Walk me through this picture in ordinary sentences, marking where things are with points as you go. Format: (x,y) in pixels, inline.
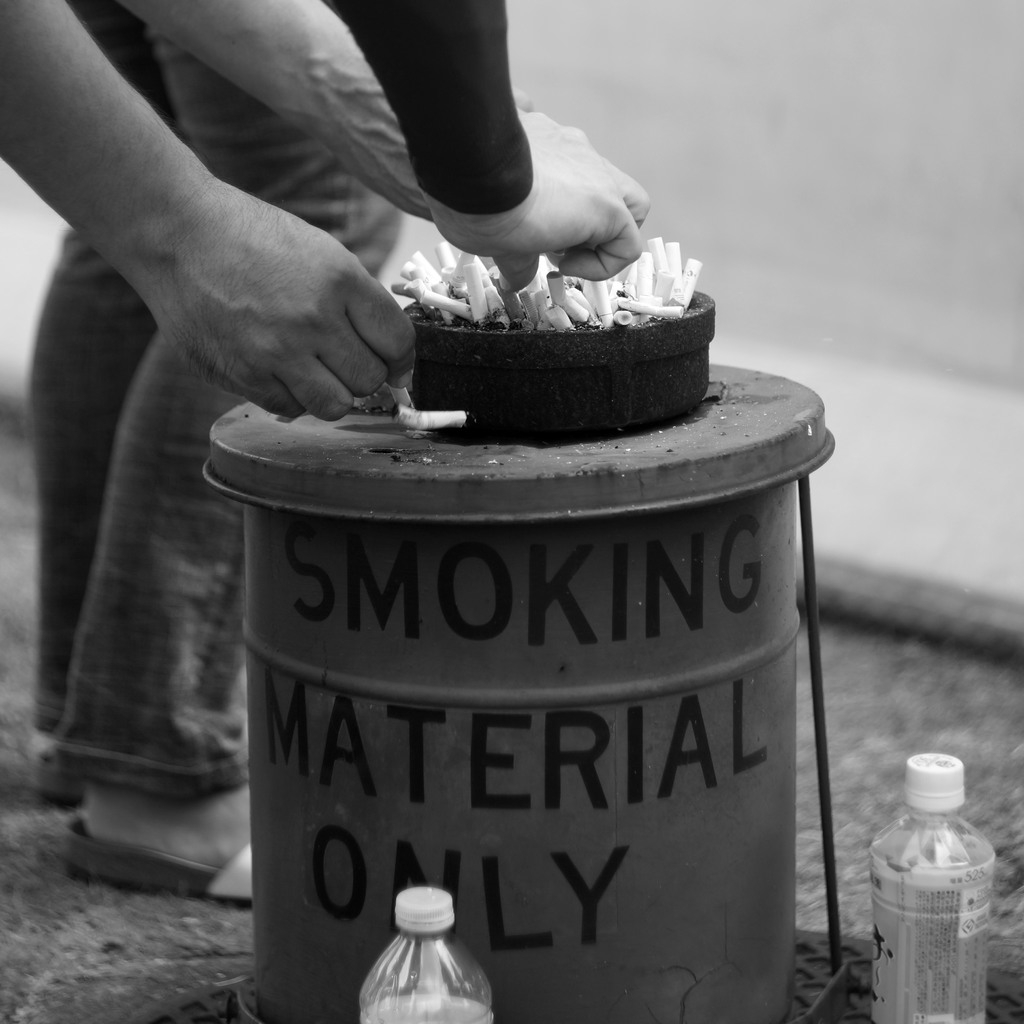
In this image I can see a bin (581,530) and the ashtray (541,337). And some people (373,155) are in front of it.
